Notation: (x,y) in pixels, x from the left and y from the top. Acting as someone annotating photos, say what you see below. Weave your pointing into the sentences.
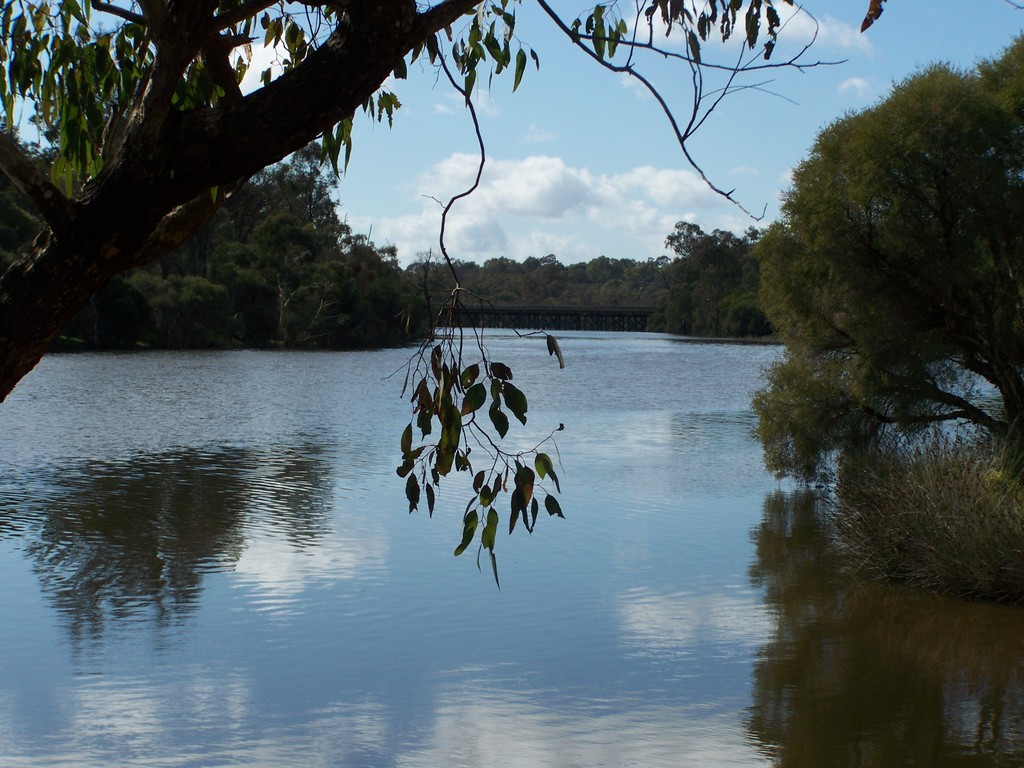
In this image we can see trees (875,288), water (657,349), sky (581,102) and clouds (509,208).
